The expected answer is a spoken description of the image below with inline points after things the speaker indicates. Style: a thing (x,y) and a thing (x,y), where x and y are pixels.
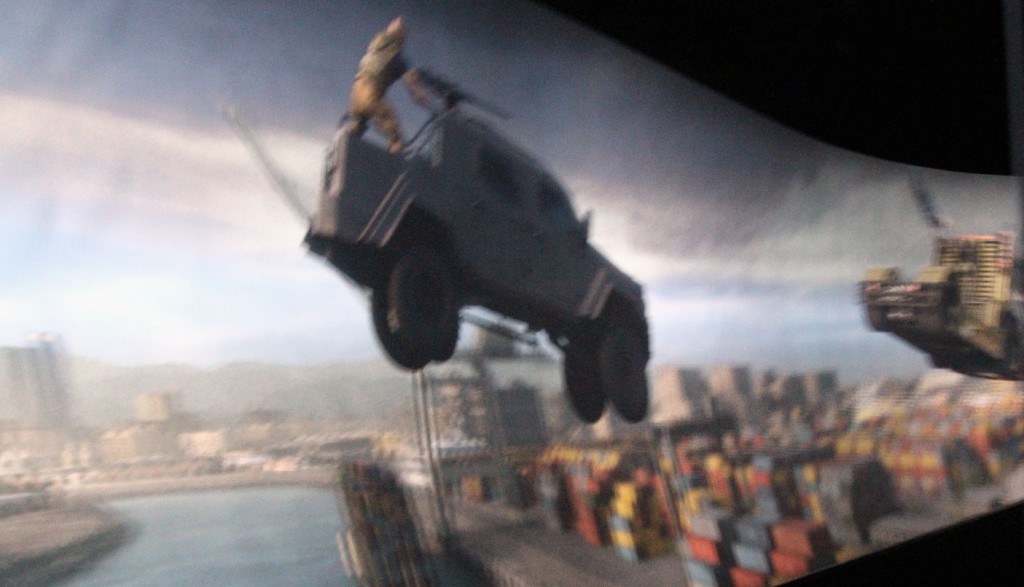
In this image we can see a car (361,282) is jumping and one man (360,98) is standing on it. Background of the image (237,527) buildings (147,405) are present and one lake (245,515) is there.
